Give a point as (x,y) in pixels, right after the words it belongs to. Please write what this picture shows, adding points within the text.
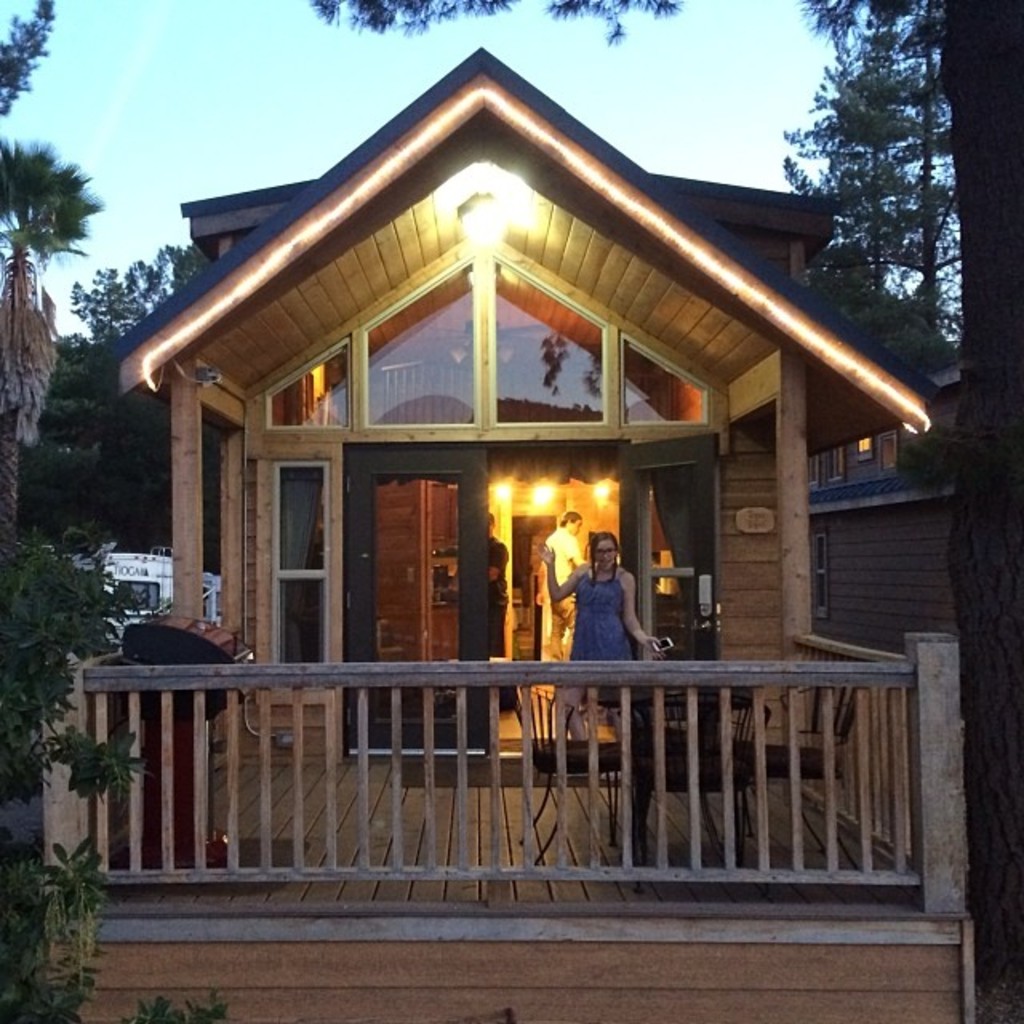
In this image, we can see sheds (669,456), some people (627,577), railings (163,742), lights (493,215), trees (882,185) and there is a lady (612,621) holding a mobile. In the background (149,581), there is a vehicle (130,581). At the top (181,74), there is sky (180,80).
